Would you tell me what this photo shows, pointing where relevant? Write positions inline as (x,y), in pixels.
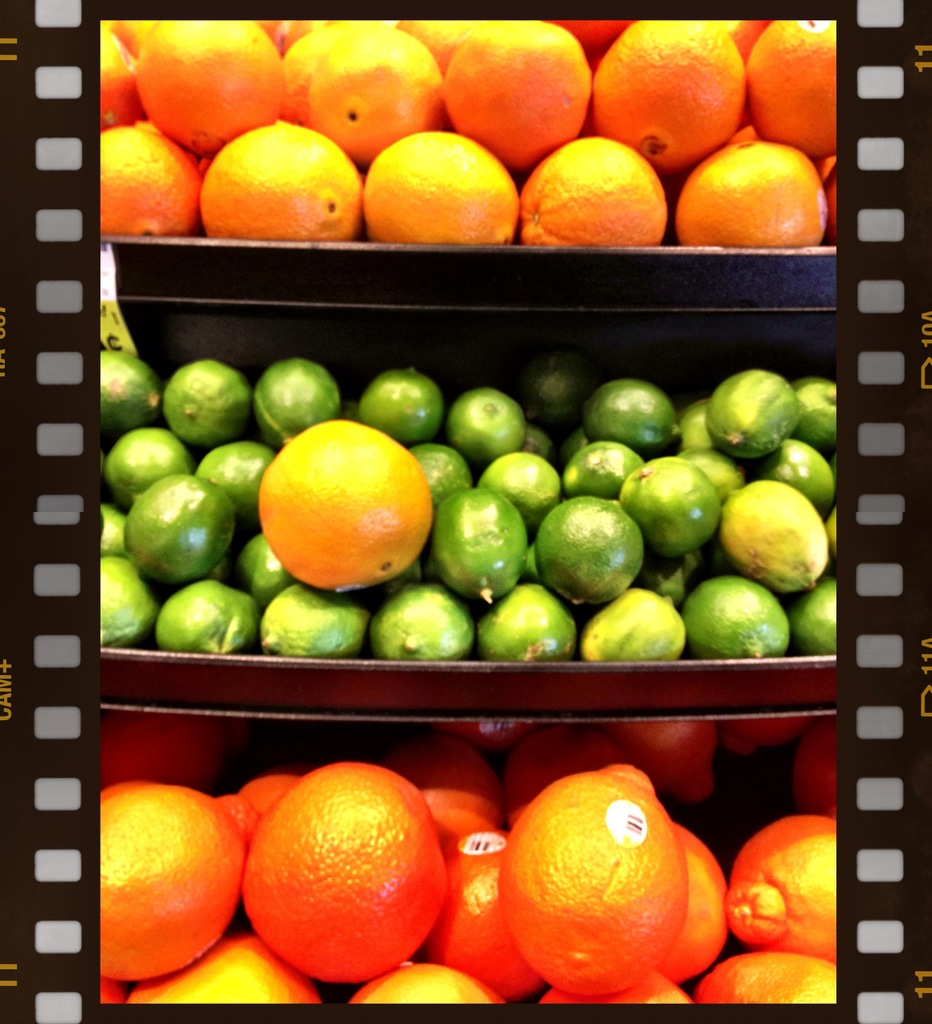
This is an edited image. In this image we can see the fruits (426,35) in shelves (431,696).
